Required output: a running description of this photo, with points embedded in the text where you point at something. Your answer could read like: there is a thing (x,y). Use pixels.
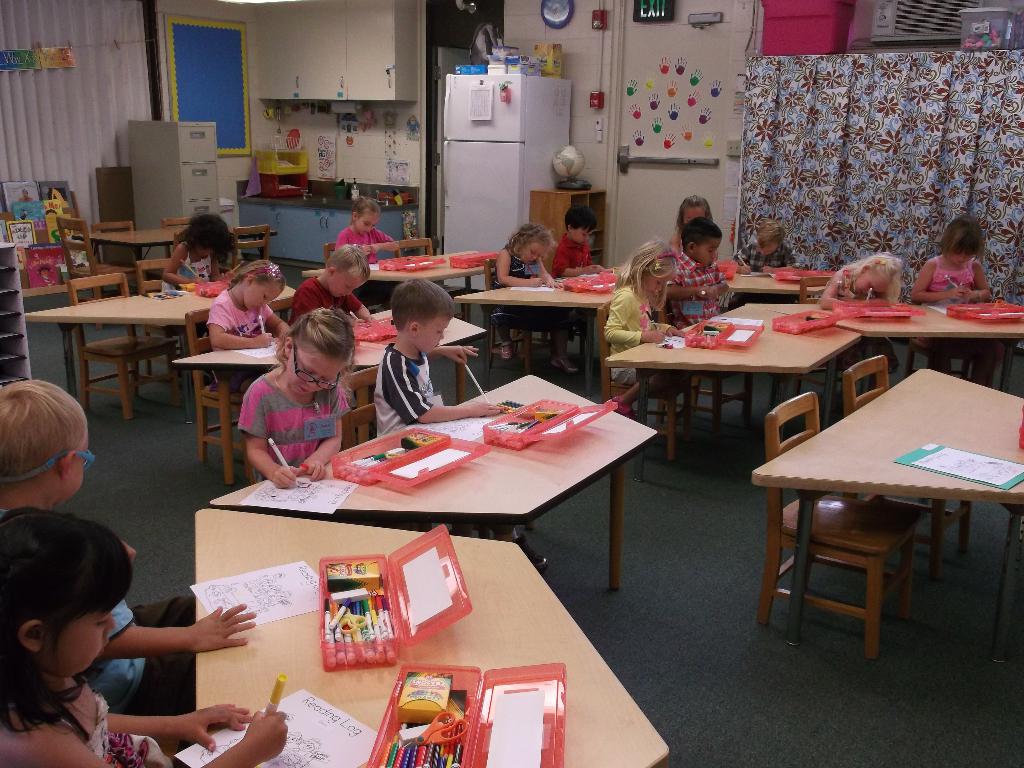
In this picture there are children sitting and coloring a picture (313,728) which is given on the paper (307,733) and there is a refrigerator (482,79) and the curtain (880,162) over here.
